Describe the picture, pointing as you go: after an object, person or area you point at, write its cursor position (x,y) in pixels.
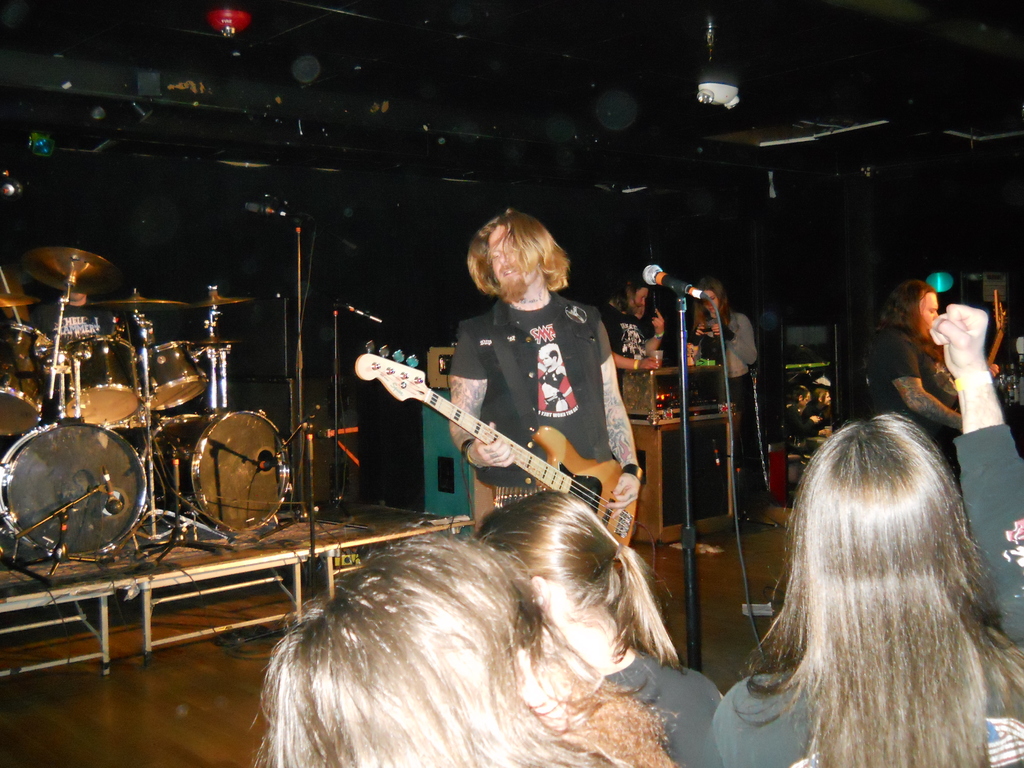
This is a picture taken on a stage (738,565). The man (528,359) in black t shirt (547,392) was holding a guitar (512,453) and singing a song in front of the man (553,283) there is a microphone (676,282) with stand (680,367) and group of people (886,637) are standing. Behind the people (480,577) there are music instruments (234,416).
